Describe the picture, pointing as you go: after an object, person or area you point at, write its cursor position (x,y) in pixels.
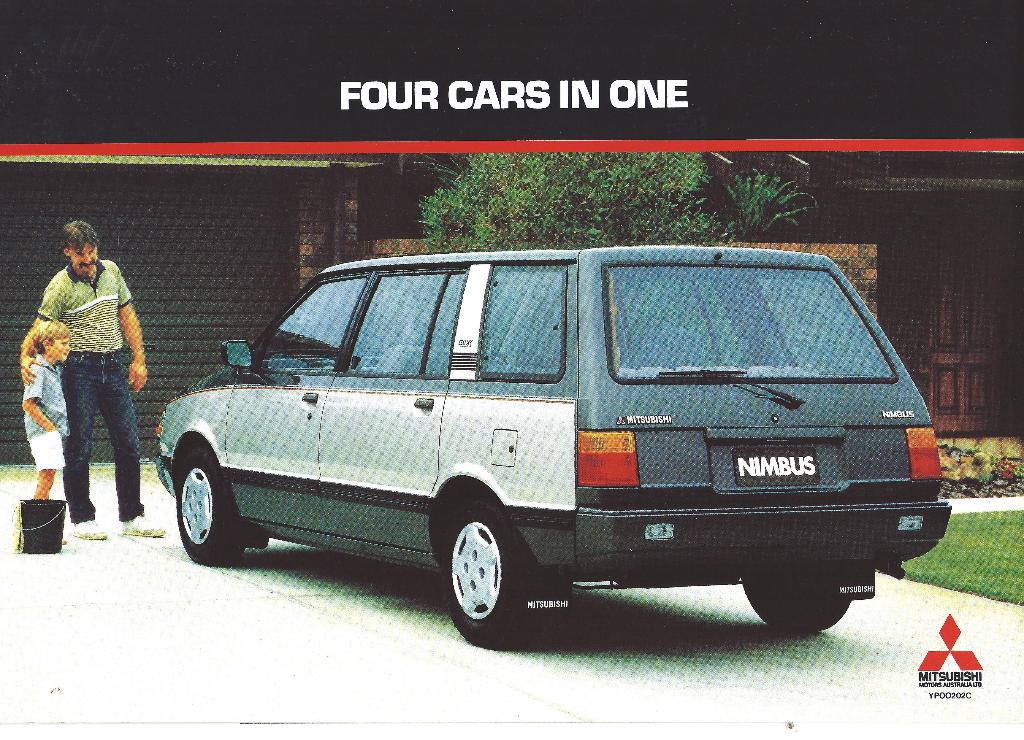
In this image I see a car (393,351) which is of white and grey in color and I see few words (624,421) written and I see a boy (35,453) and a man (70,301) over here and I see a bucket (32,510) over here and I see the path (174,556). In the background (457,218) I see the green grass (976,537) and I see the plants (560,161) and I see the watermark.
